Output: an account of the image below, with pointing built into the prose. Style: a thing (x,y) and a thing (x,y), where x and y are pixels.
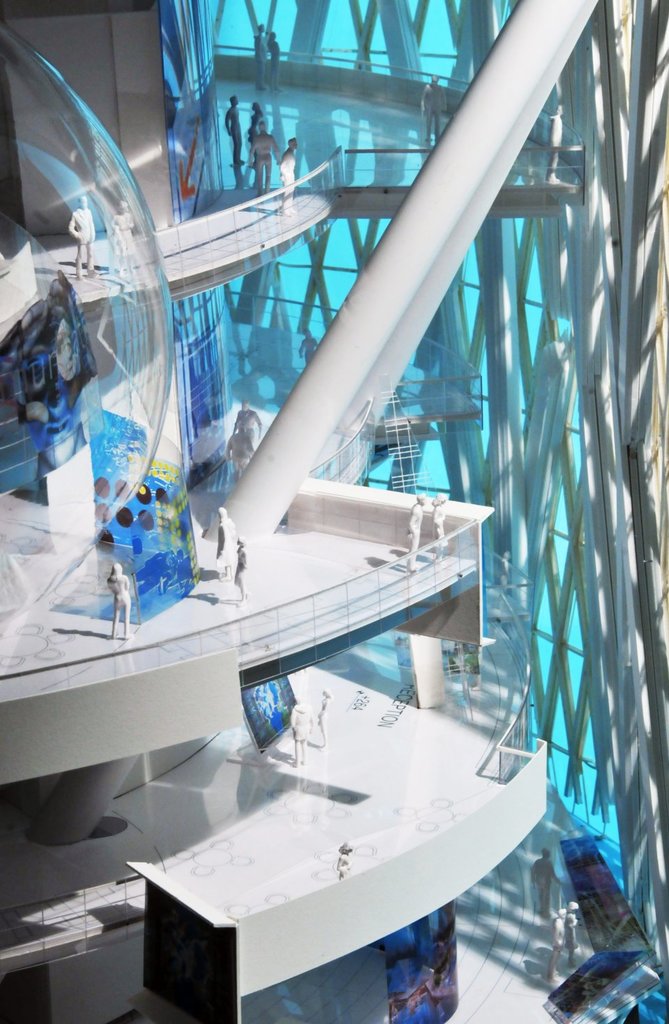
In the picture we can see a construction model (590,1006) of three floor (332,864) with some people sculptures (340,871) standing on the floors (503,947) and beside it we can see a poles (635,549).
